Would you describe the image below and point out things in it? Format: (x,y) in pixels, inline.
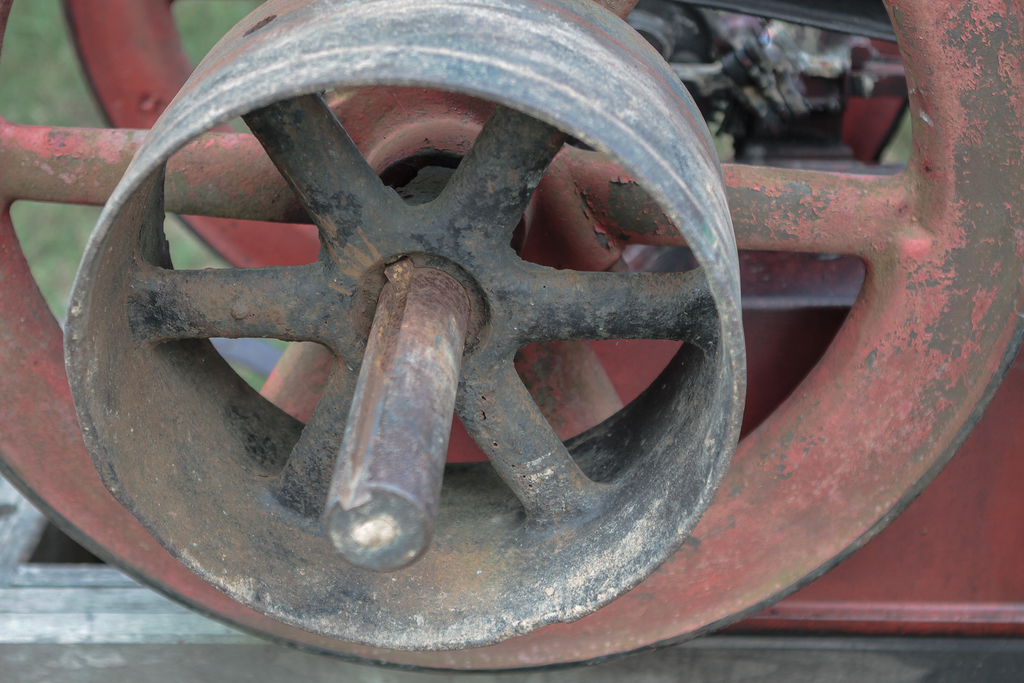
In the center of the image (480,276) there is some object (500,401).
